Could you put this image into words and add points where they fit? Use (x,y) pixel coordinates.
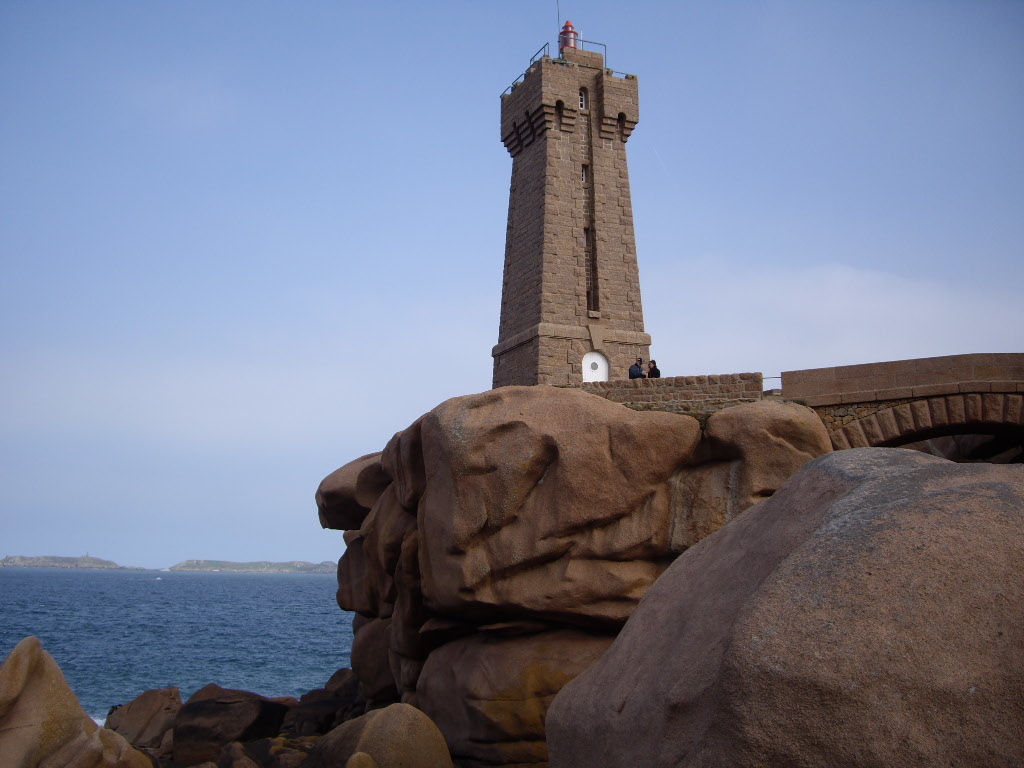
In the picture I can see people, a tower (549,125), fence (641,403) and rocks (636,418). In the background (214,615) I can see the water (271,587) and the sky (269,414).
